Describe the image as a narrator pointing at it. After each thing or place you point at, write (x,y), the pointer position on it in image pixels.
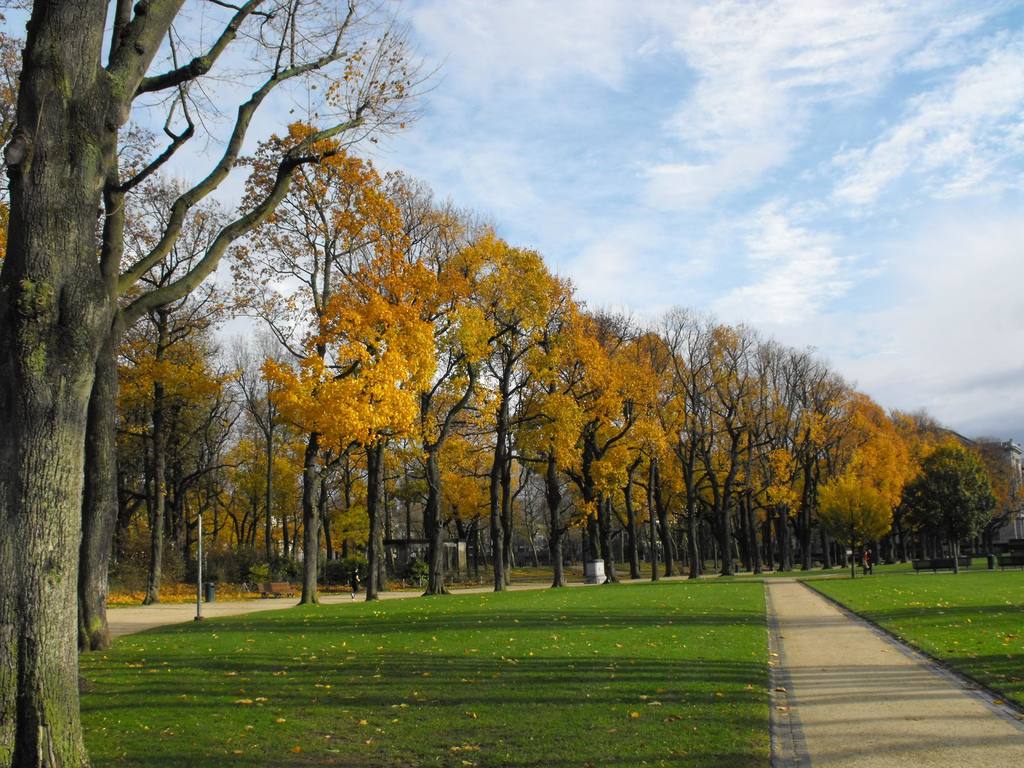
In this image we can see a group of trees (532,513), the bark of a tree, a pole (199,523), the pathway (942,739) and some grass (879,579). On the backside (639,287) we can see the sky (621,205) which looks cloudy.
